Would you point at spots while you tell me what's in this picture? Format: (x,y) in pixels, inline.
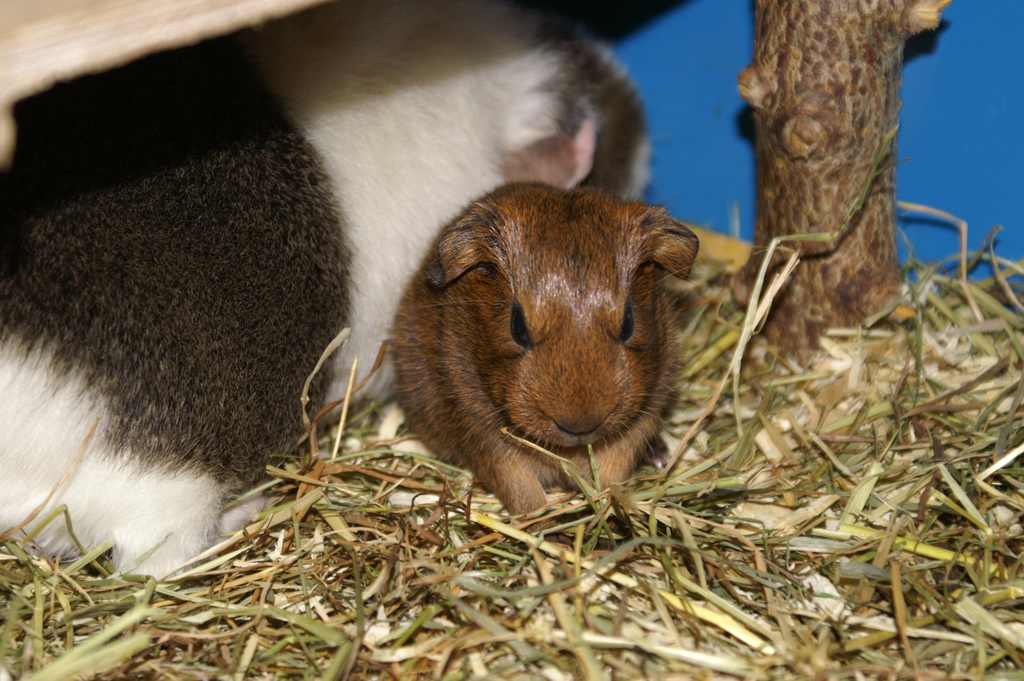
In this image we can see two animals (595,320) on the dried grass (664,538). On the right (791,104) we can see the bark (837,102) of a tree (837,132).
